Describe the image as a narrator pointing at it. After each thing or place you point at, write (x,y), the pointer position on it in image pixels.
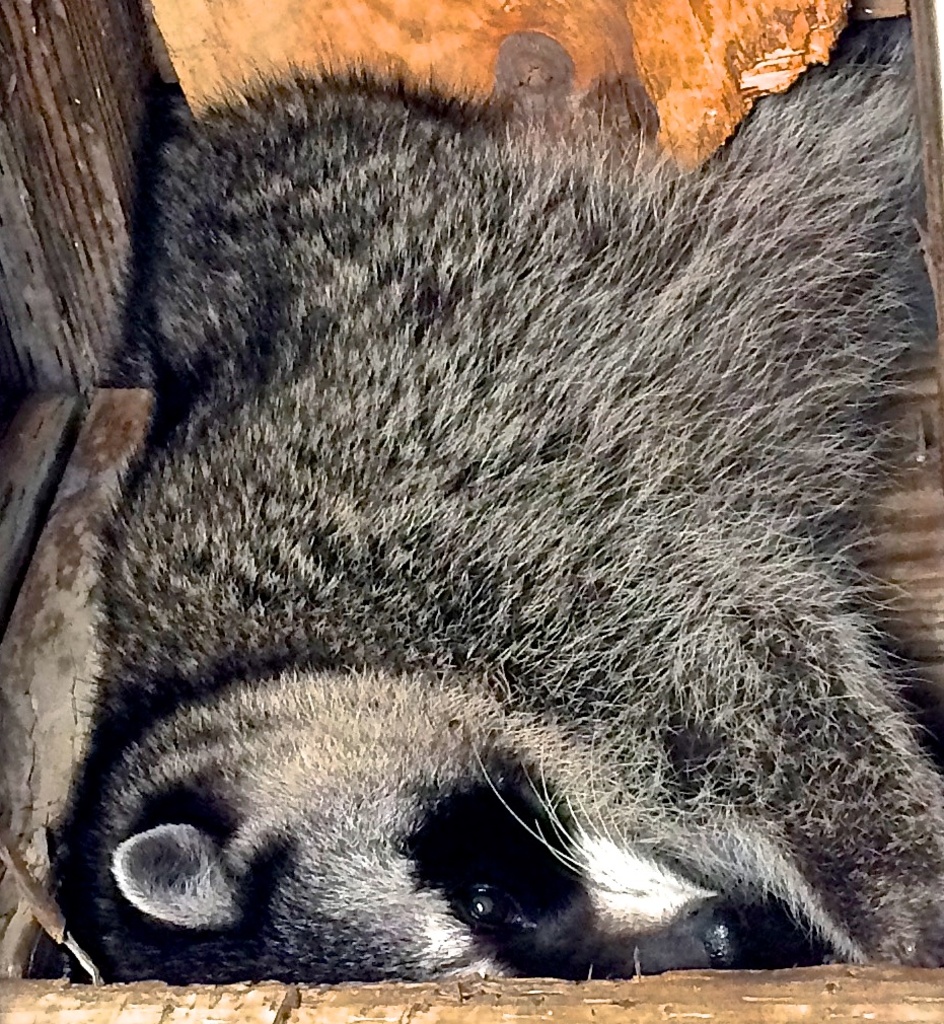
Here I can see an animal (483,749) which is in black color. It is laying in a wooden box (899,557).
